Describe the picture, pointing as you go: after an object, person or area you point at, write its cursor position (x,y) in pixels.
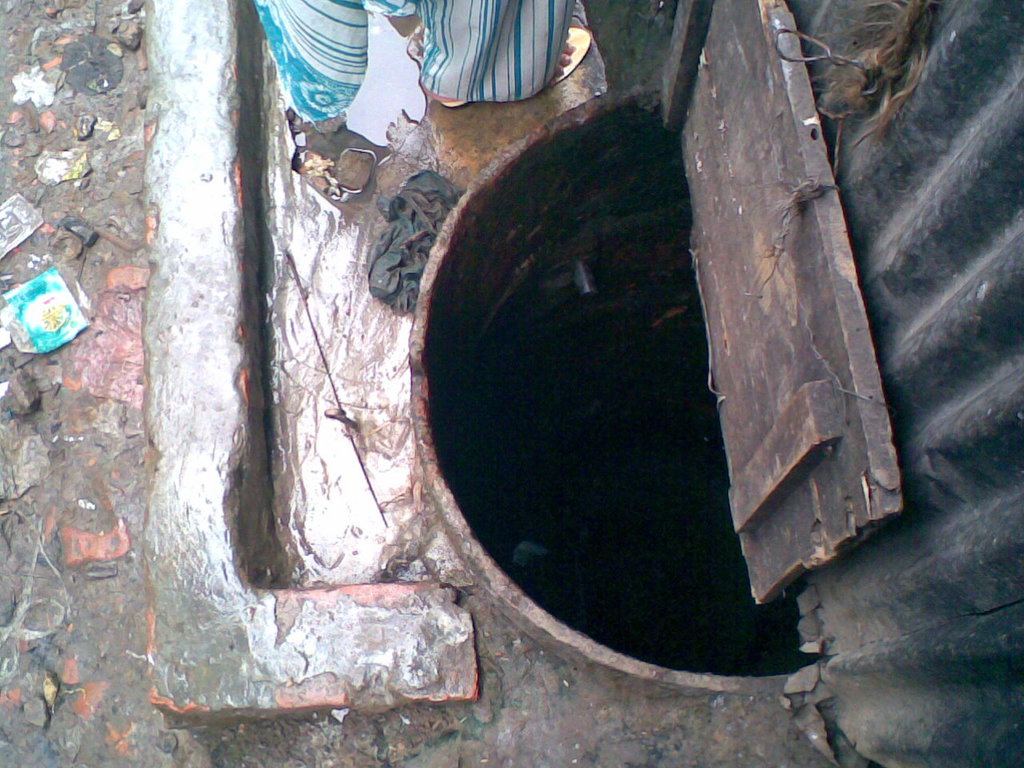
There is a well (422,404) which is opened, near a wall (808,27) and a person (450,20) who is on the floor (476,103). On the left side (50,314), there are covers (24,233) on a road (48,472).
